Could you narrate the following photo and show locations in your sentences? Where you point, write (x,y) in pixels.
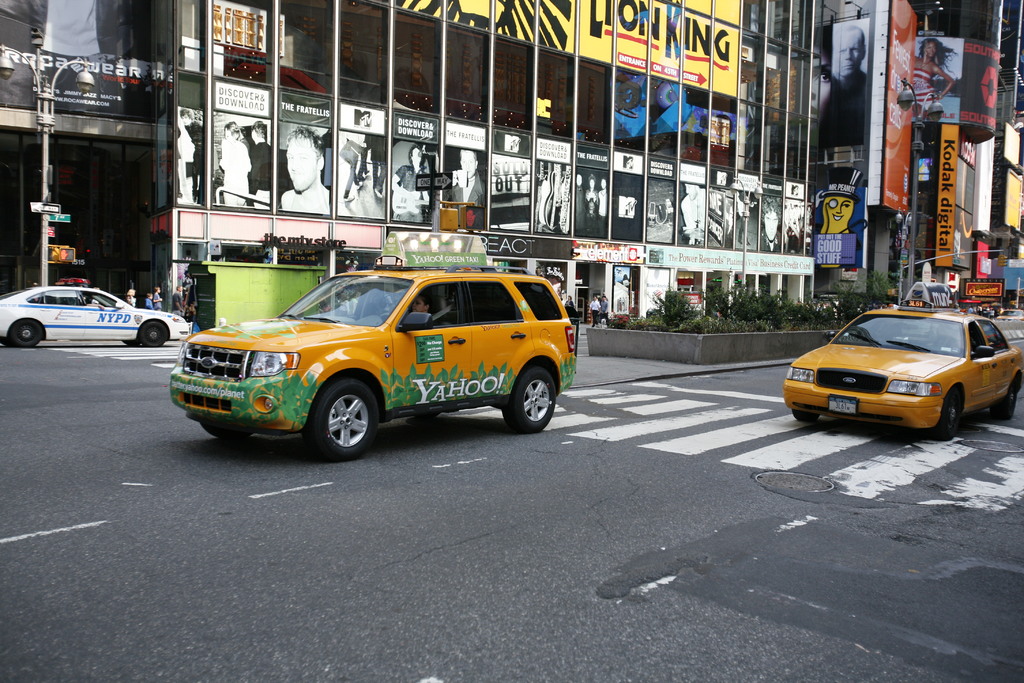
In this image there are vehicles (3,324) on the road (628,480). People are sitting in the vehicles (563,326). Right side (812,319) there are plants (785,296) which are surrounded by a wall (664,354). People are walking on the pavement (678,364). Left side (45,240) there is a street light (25,55). Background (19,190) there are buildings (590,128). Middle of the image (474,228) a traffic light (448,216) and a board (422,178) is attached to the pole (431,193). Right side (943,110) there is a street light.
